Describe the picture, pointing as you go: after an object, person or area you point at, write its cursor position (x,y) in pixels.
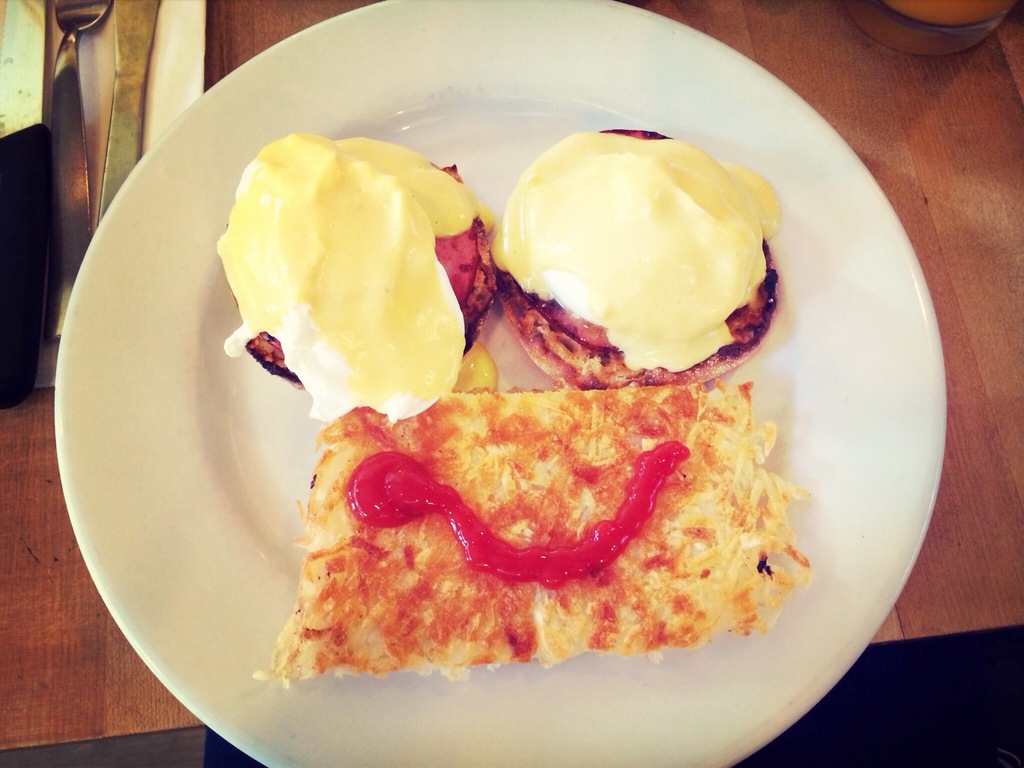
In this picture I can see a white plate (401,728) on which there is food (704,236) which is of cream, red and brown in color and this white plate (216,302) is on a brown color surface (28,586) and I see few things (74,101) on the top left (62,70).
